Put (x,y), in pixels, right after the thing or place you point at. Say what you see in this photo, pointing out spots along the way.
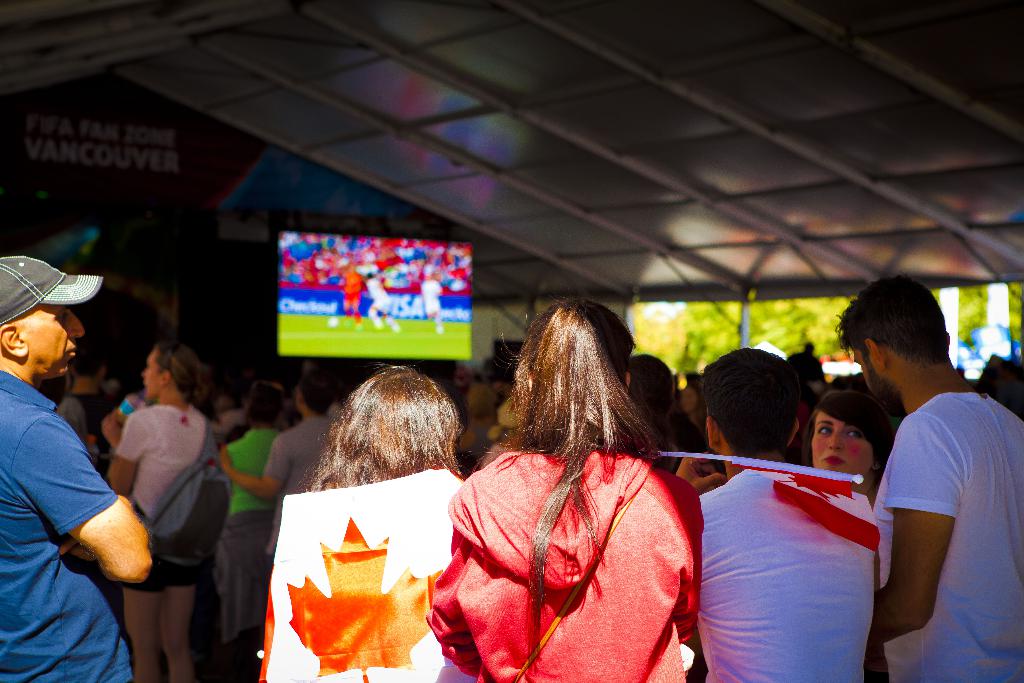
In this picture, we can see a few people (496,595), flag (416,522), television (373,269), shed (151,100), trees (666,347), poles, and blurred background (773,294).
